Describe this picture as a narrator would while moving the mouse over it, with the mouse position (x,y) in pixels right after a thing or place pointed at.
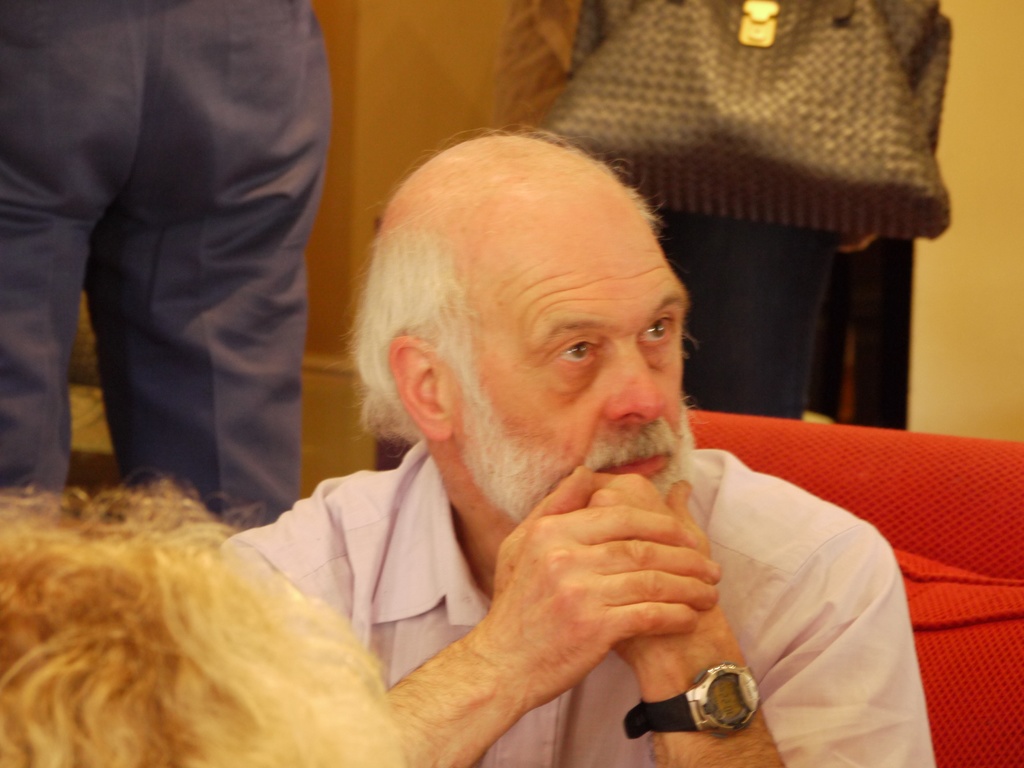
In this image there is an old man (696,608) sitting on the sofa (965,670) and in front of him we can see the head (149,657) of the other person (233,725), behind him there are two people (127,26) standing, one of them is holding a bag (780,131). In the background (415,87) there is a wall (337,330).
